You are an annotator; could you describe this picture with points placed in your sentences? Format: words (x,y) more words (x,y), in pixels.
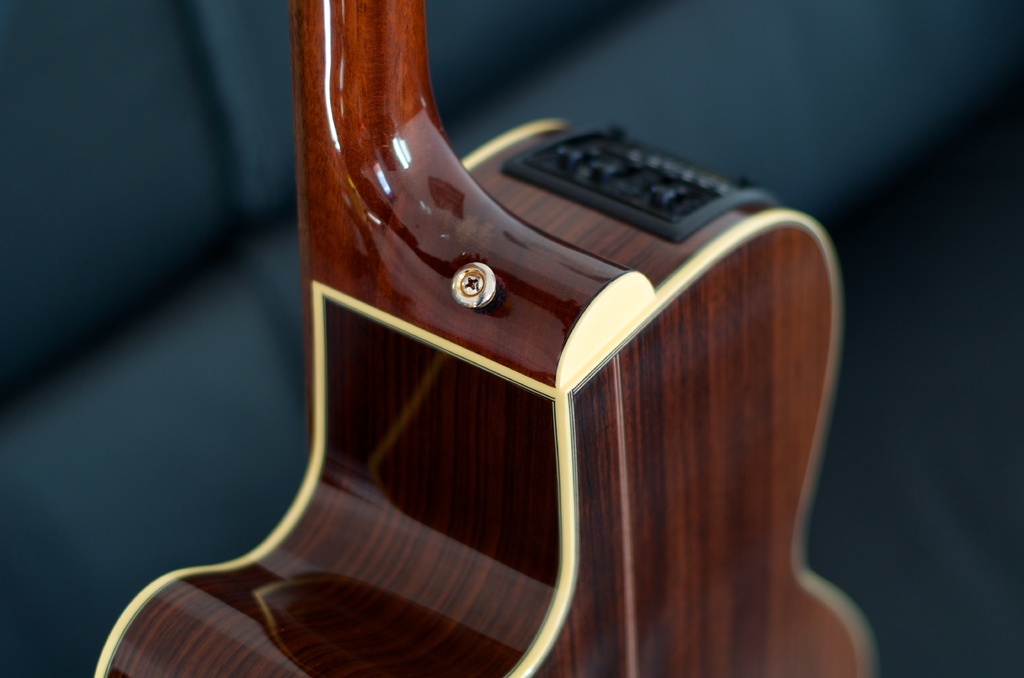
In this image I can see guitar (526,497) of brown color made of wood (412,534).
